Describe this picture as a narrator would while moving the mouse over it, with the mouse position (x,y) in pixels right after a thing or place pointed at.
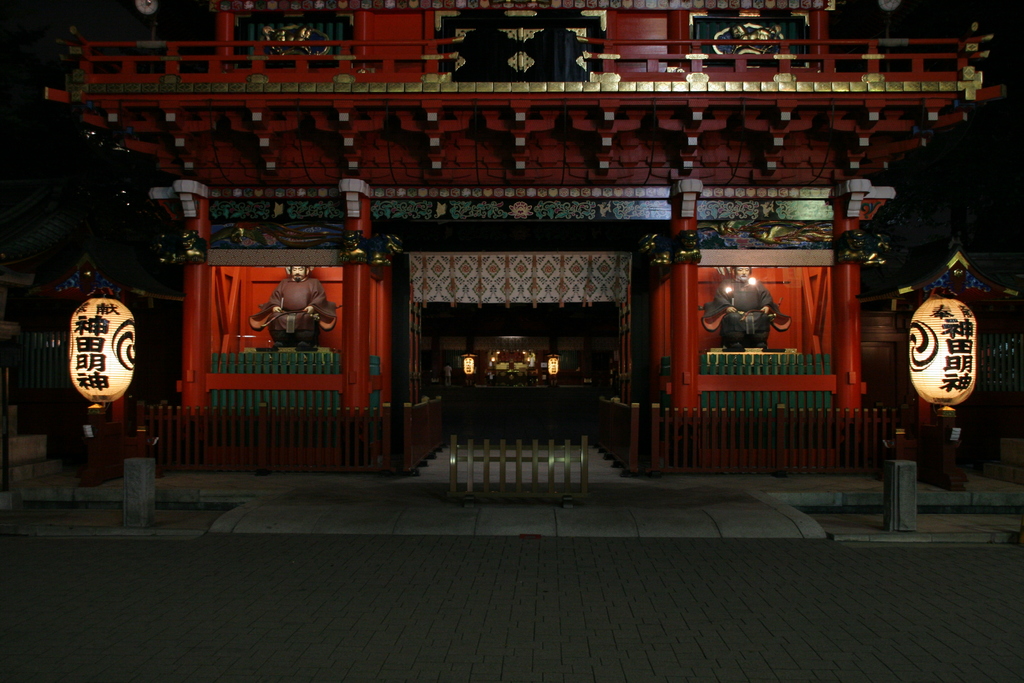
In this picture we can see the road (390,632), lanterns (95,372), fences (285,463), poles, statues (291,308), pillars (856,344) and some objects (533,301) and in the background (53,152) it is dark.
